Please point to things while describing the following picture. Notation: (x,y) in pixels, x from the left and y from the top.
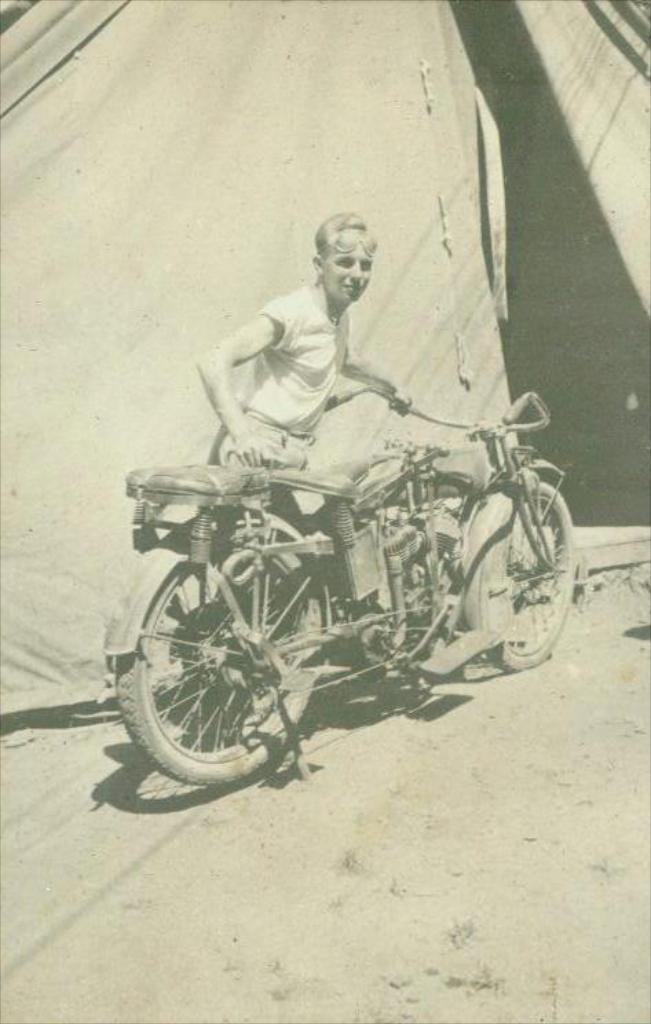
In this picture there is a person (294,458) who is standing and holding a vehicle (258,547). There is a tent (96,255).
